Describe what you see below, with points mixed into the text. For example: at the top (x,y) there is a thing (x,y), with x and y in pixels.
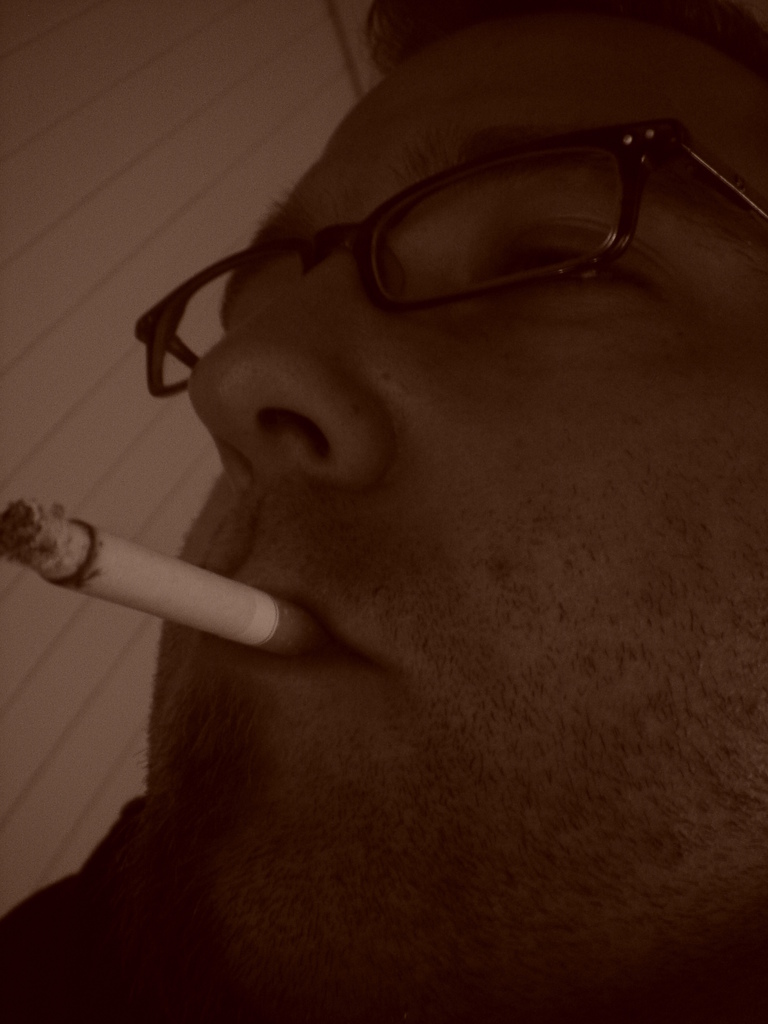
In this image we can see a person (285,552) smoking.
